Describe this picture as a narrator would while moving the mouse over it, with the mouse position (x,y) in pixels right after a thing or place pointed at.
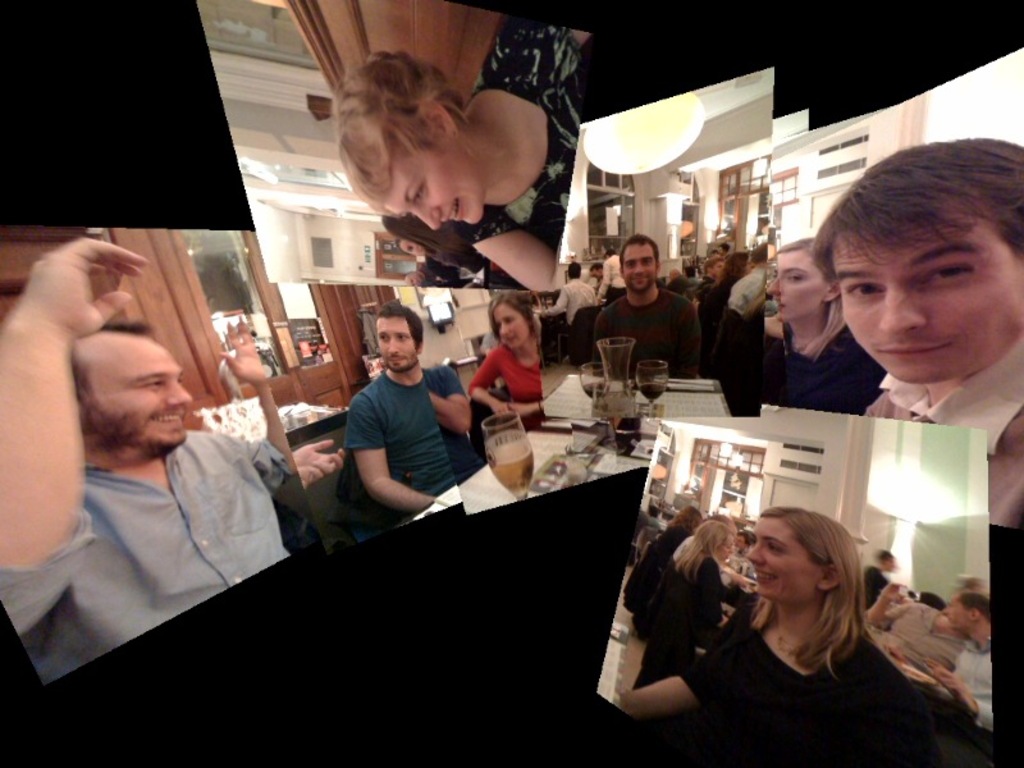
This is a collage image. In this picture we can see some persons (470,424), bottles (623,413), tables (606,460), glasses (603,385), lights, door (729,187), wall (707,227), cupboards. In the background of the image (138,82) we can see black color.
